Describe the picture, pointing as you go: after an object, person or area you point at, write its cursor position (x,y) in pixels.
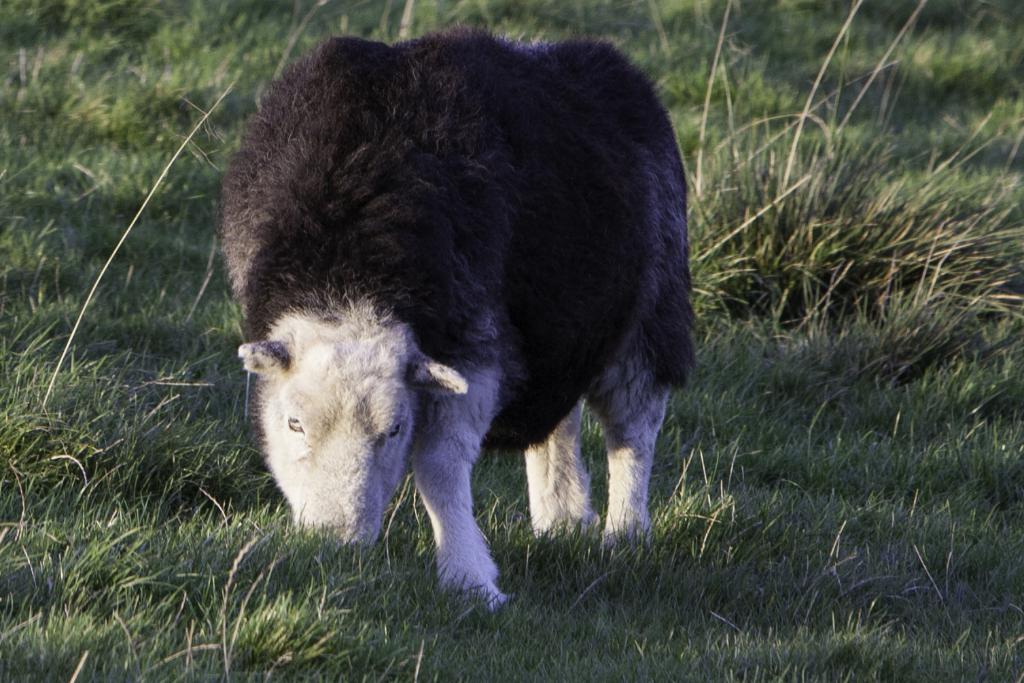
In this image we can see an animal (457,394) eating grass (308,546).
